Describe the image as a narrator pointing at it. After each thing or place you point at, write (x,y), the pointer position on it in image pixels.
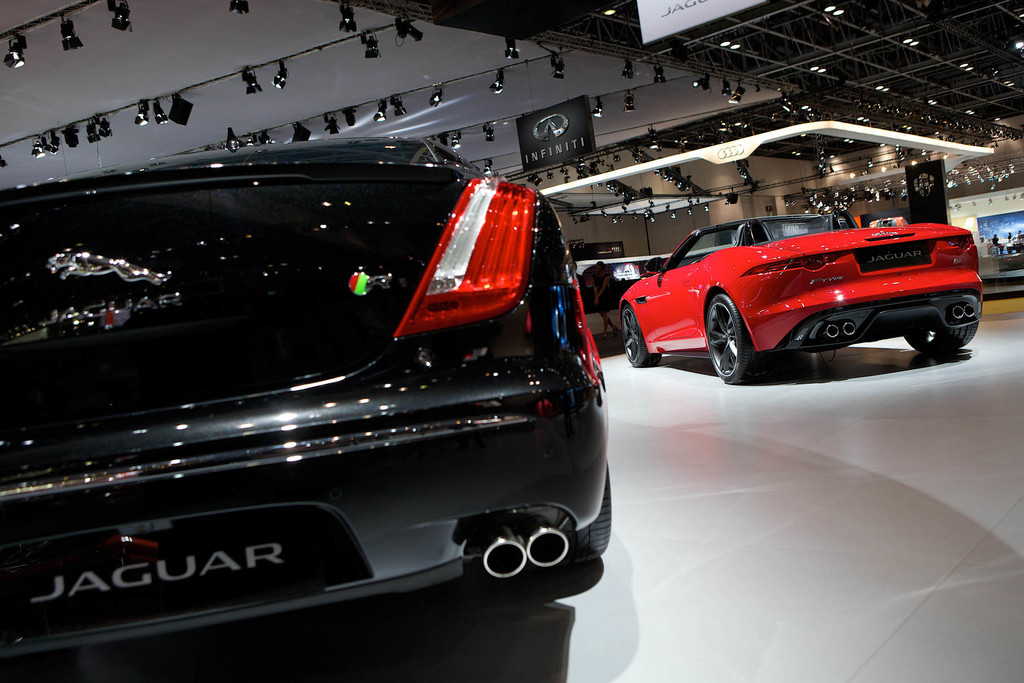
In this image we can see motor vehicles (576,370) placed on the floor (840,451), electric lights (437,98), information boards (541,132) and a woman (596,289).
